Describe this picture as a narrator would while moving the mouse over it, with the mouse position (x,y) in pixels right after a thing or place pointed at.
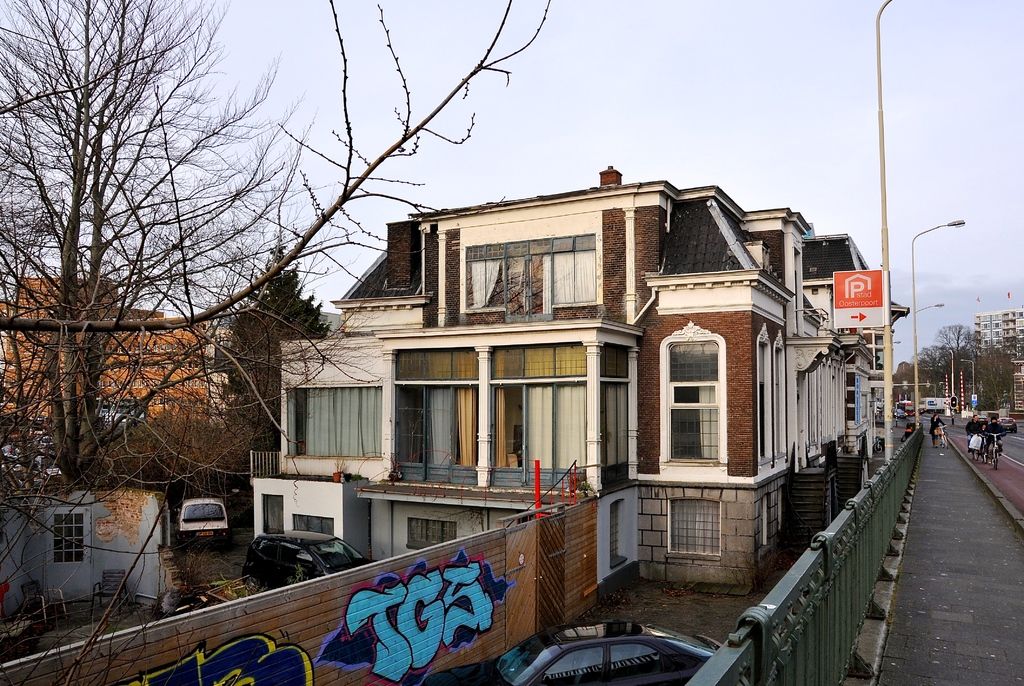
This is an outside view. On the right side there is a road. Few people (989,438) are riding the bicycles (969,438) and there are some other vehicles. Beside the road (962,421) there is a railing (863,541). At the bottom (631,659) there is a car (635,659) on the ground (690,614). On the left side (116,355) there is a tree (82,343). In the middle of the image (468,408) I can see the buildings (564,395). At the top of the image (649,79) I can see the sky (653,134). Beside the road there are some poles (891,428).
